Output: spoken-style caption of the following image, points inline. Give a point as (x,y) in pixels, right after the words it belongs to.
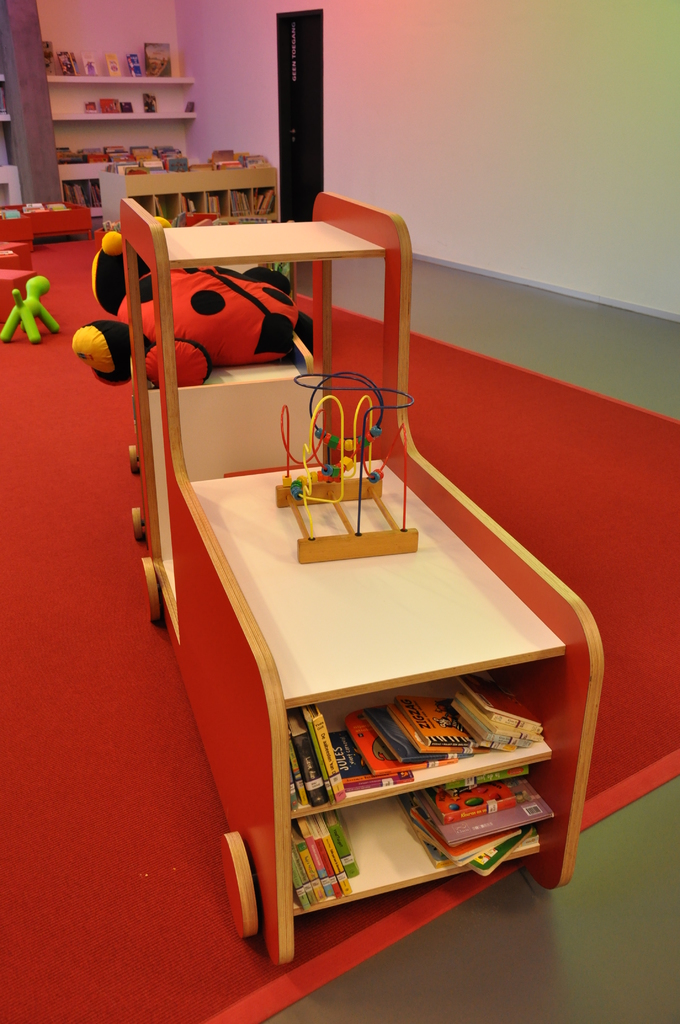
In the center of the image (368,501), we can see a stand (350,679) with books (367,725) and there is an object (319,490) on it. In the background (198,322), there are toys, boxes (73,228) and we can see some books (180,169) in the shelves (173,187) and there is a wall (533,135). At the bottom (454,947), there is carpet (295,968) and floor (410,968).
